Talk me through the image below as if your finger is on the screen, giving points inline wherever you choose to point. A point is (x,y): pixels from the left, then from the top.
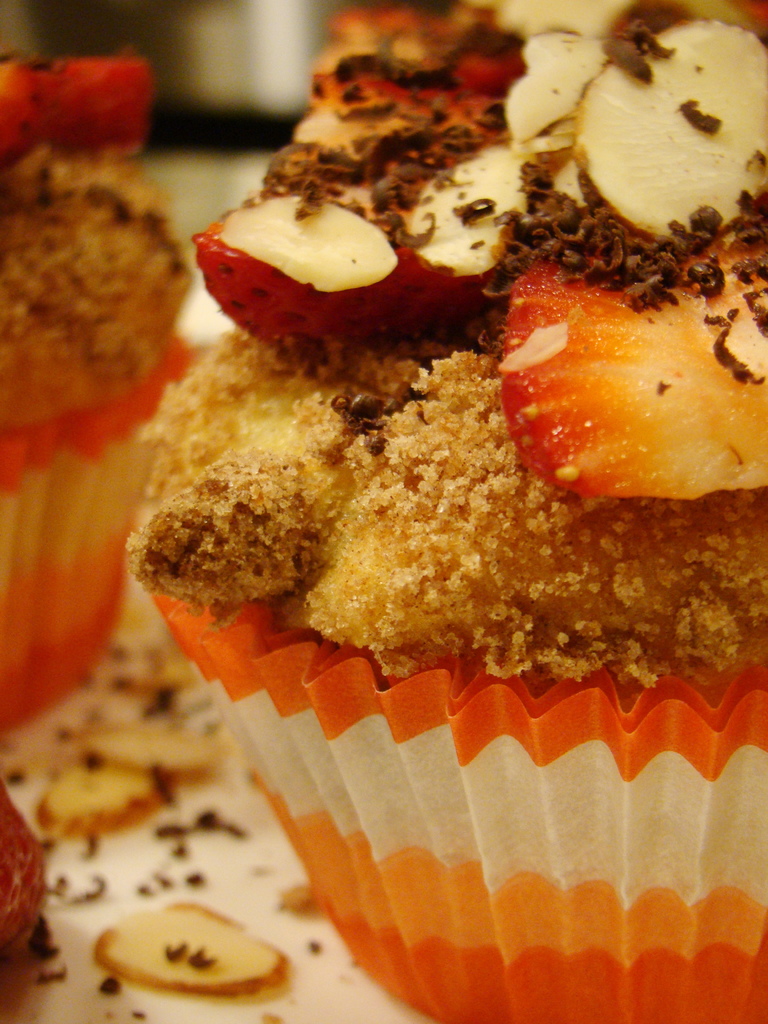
In this image we can see the cupcakes (384,490) with some food items (384,305) on the table (231,732).
